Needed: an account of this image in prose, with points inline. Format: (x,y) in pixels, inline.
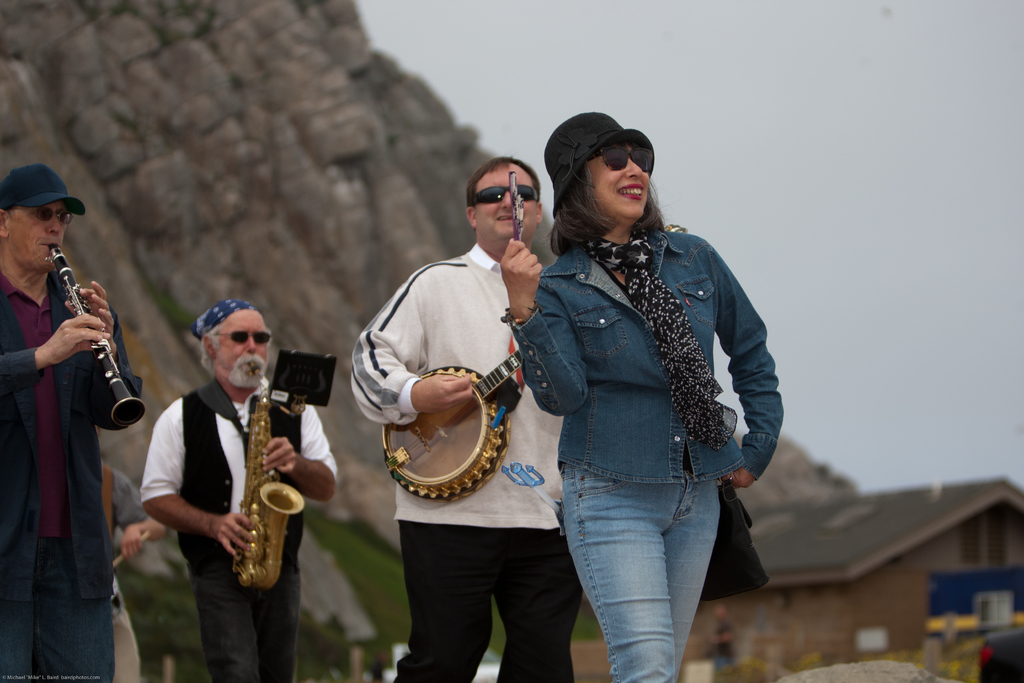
In this image I can see three people (254,398) are playing musical instruments (256,445) and the person (655,360) on the right side (713,376) is a woman (650,427) is wearing a hat (590,145) and glasses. in the background (859,544) I can see a house (880,582) and sky (748,179).
